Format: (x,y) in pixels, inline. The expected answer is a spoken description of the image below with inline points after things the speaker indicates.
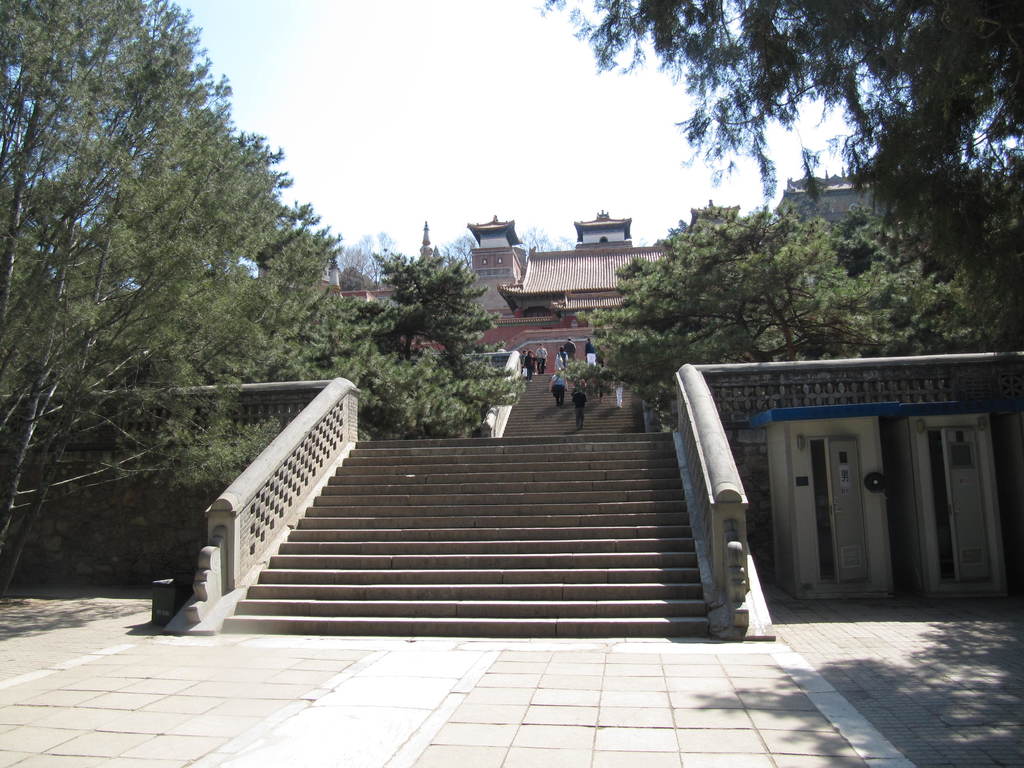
In the center of the image (569,504) there are stairs (540,409) and we can see people (559,359) climbing the stairs (528,387). There are trees (661,358). In the background (530,314) there are buildings (604,271) and sky (537,136).
